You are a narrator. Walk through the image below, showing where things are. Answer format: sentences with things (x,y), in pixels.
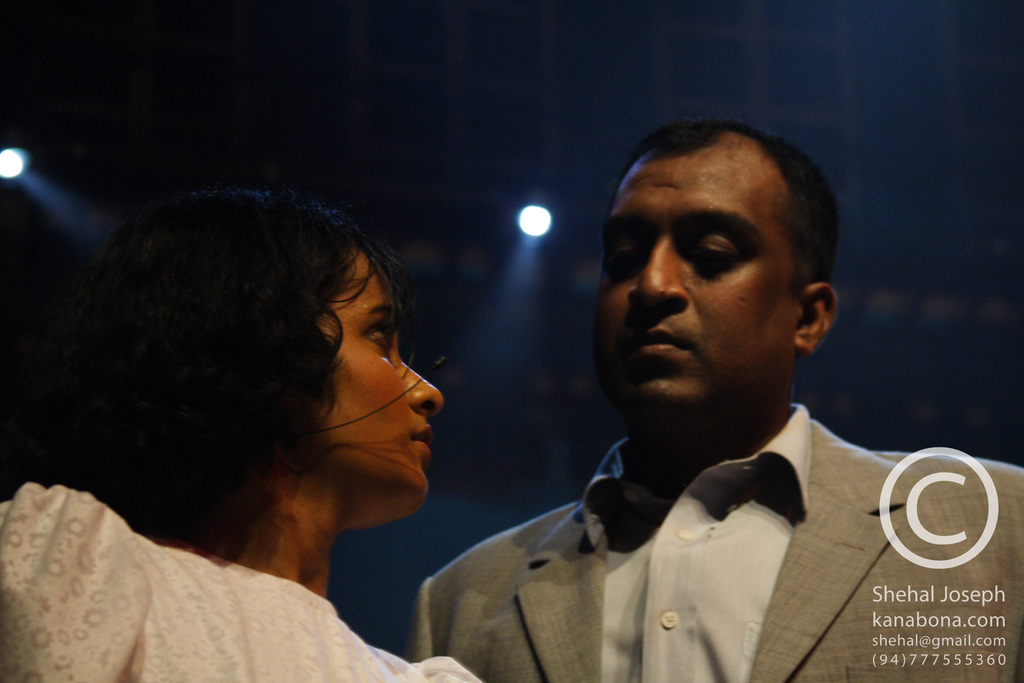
In this image I can see two people (351,413). One person (739,528) is wearing the ash color blazer (795,575) and white shirt (682,556) and another person (243,600) with white color dress (235,601). In the back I can see few lights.
